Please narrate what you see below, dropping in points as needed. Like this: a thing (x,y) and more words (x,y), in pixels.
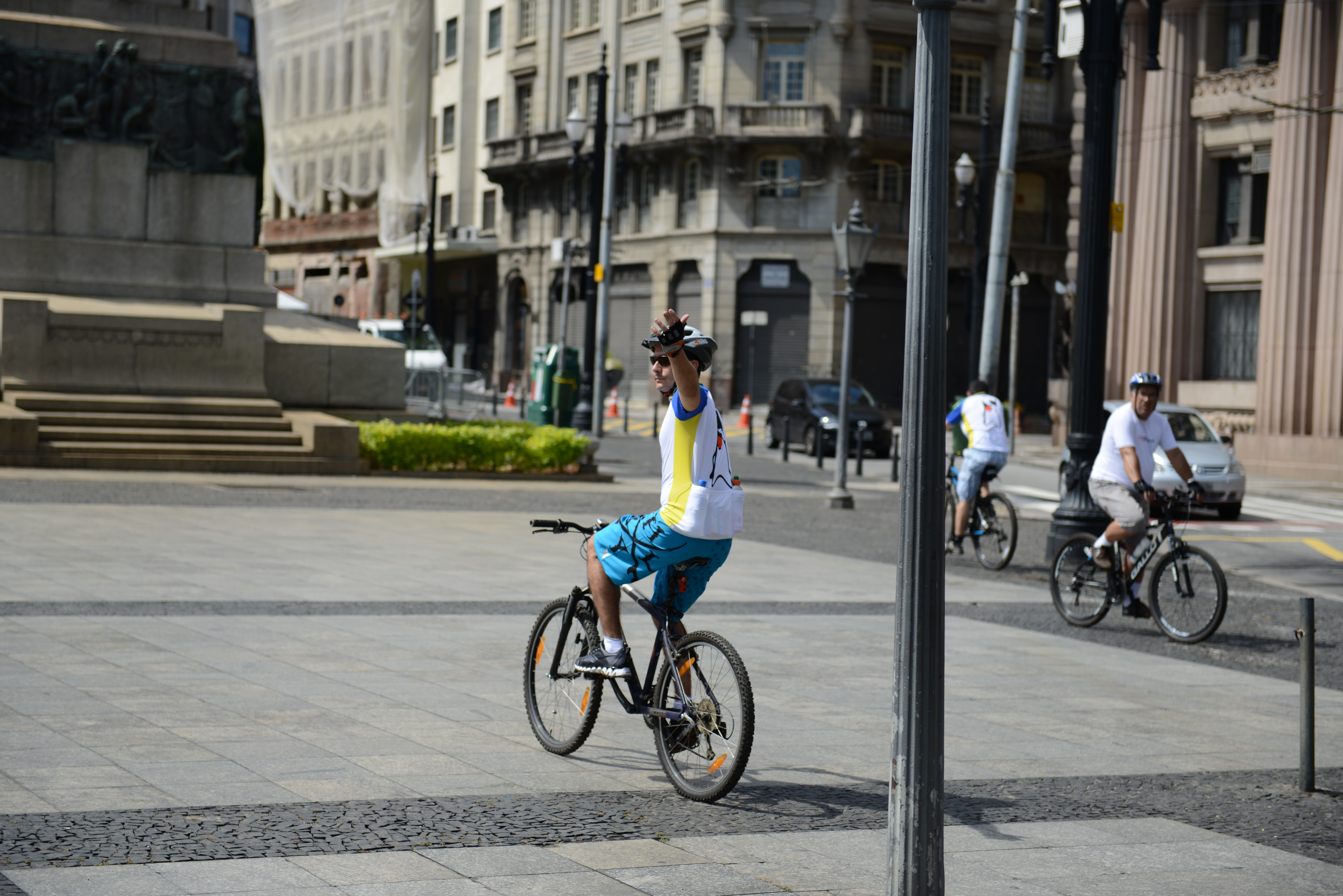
In this image I can see three men (726,483) are riding their bicycles (1059,576) on the road (990,663). In the background (965,108) I can see some buildings (290,182) and there are few street lights (920,240). On the right side of the image (1012,464) there is a road (1327,501). On that road (1029,462) two cars (813,414) are there.
